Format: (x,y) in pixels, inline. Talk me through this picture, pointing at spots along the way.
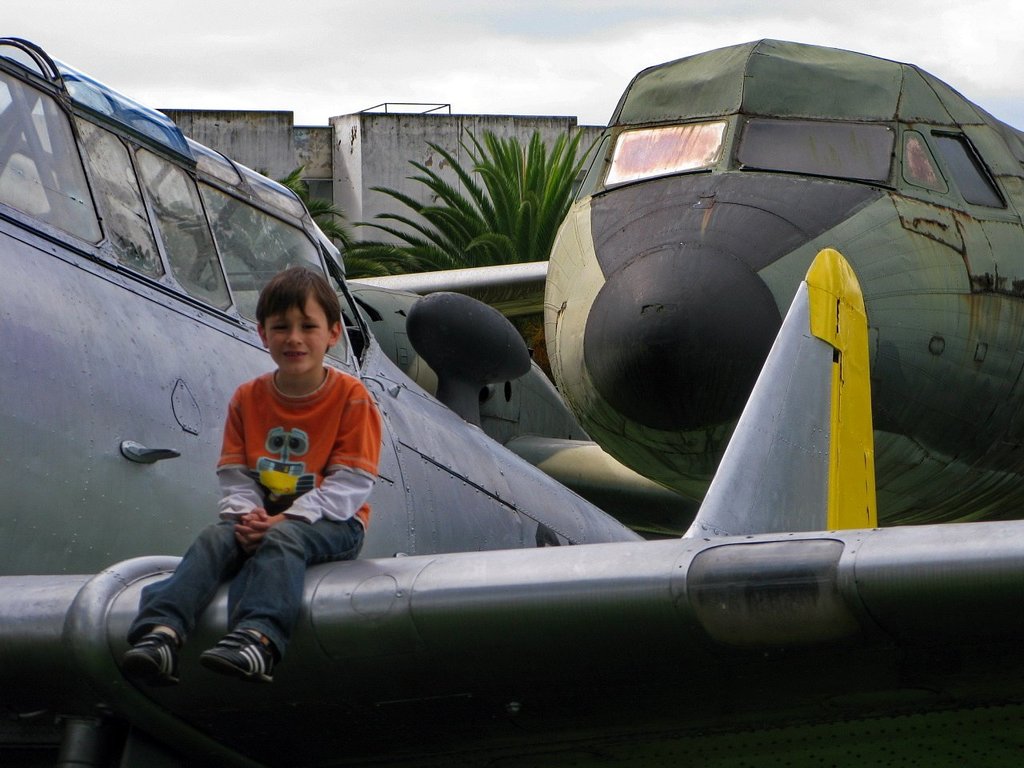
In this image we can see few model aircrafts (698,399). There are few trees (485,210) in the image. There is a sky (567,68) in the image. There is a house (378,138) in the image. A boy (304,500) is sitting on the model aircraft (790,338).
